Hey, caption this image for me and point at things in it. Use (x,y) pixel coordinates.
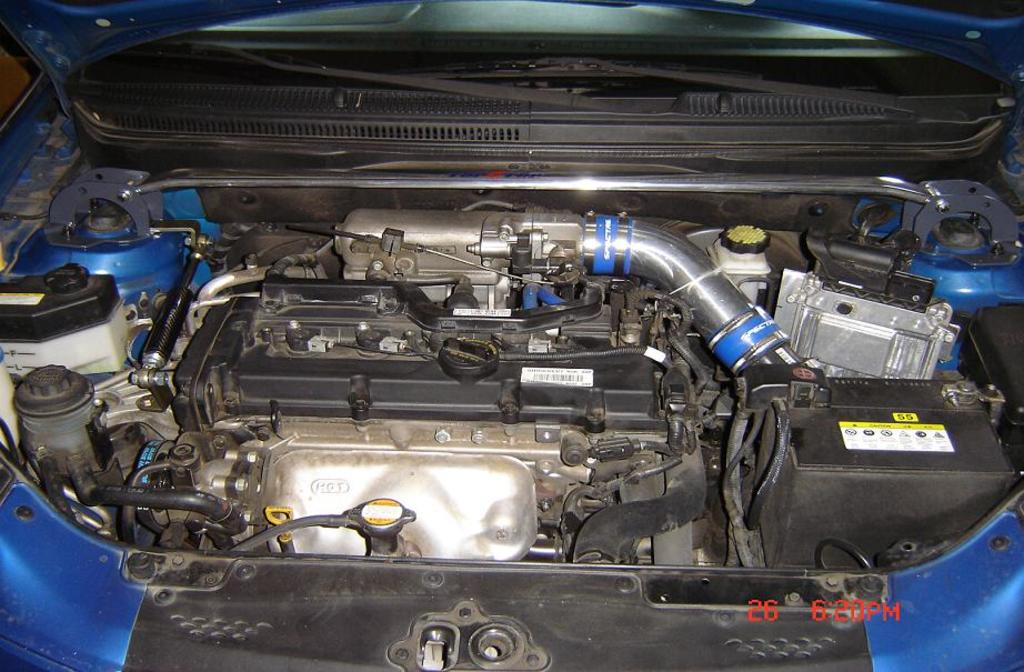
In this image we can see engine (413,348) of a car (436,412).
